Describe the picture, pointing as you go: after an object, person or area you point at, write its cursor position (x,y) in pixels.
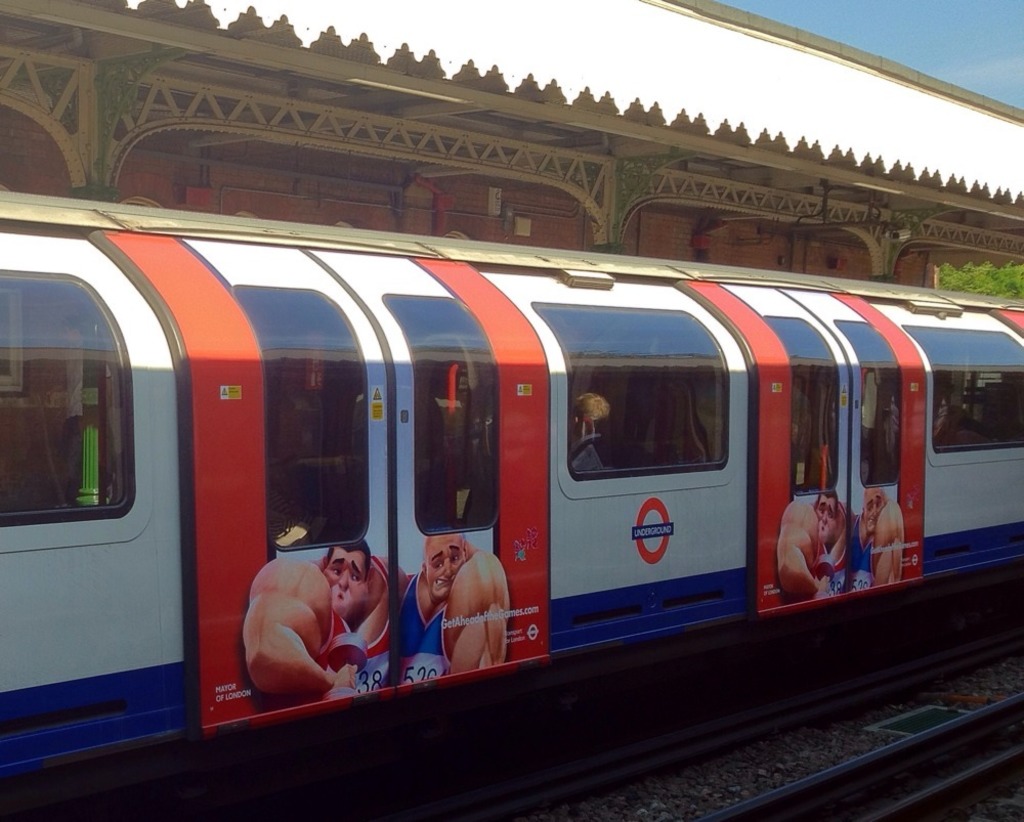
In this image we can see the train (830,458) on which we can see some images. And we can see the track (829,742). And we can see the platform (914,112). And we can see the metal frames (446,159). And we can see the sky (907,51).
